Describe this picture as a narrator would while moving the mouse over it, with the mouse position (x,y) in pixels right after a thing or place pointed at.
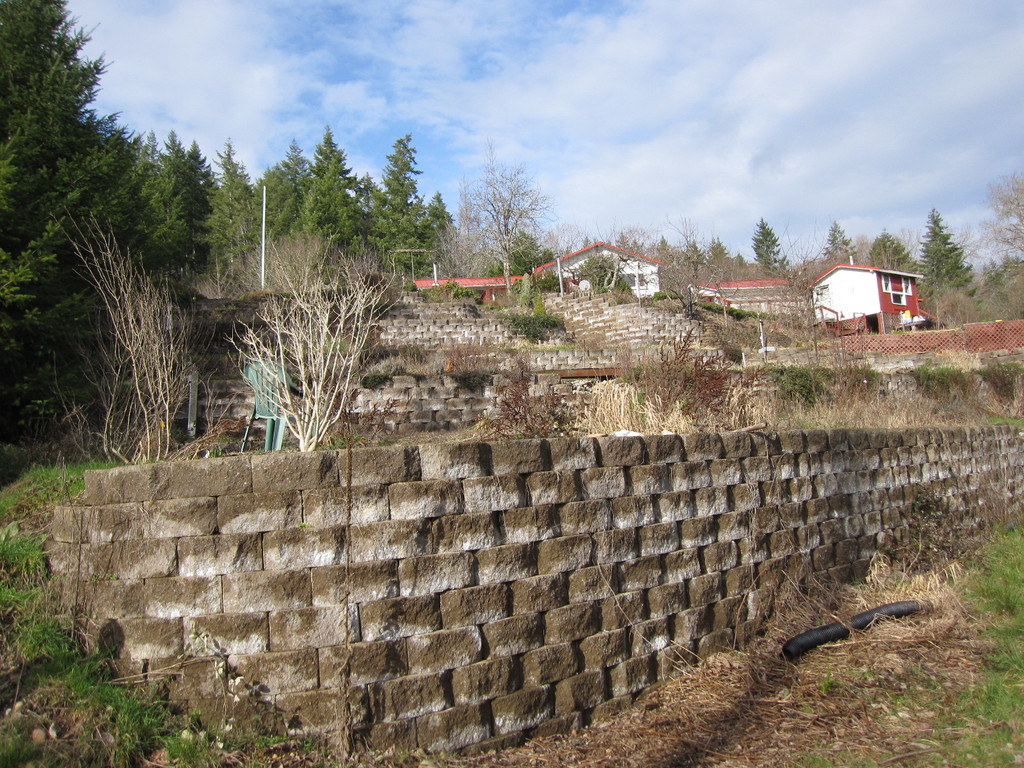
In the foreground (826,453) there are shrubs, plants (39,716) and walls (838,483). In the center of the picture (406,280) there are houses (632,274), trees (63,264) and walls (568,328). At the top (430,144) it is sky (676,119).
